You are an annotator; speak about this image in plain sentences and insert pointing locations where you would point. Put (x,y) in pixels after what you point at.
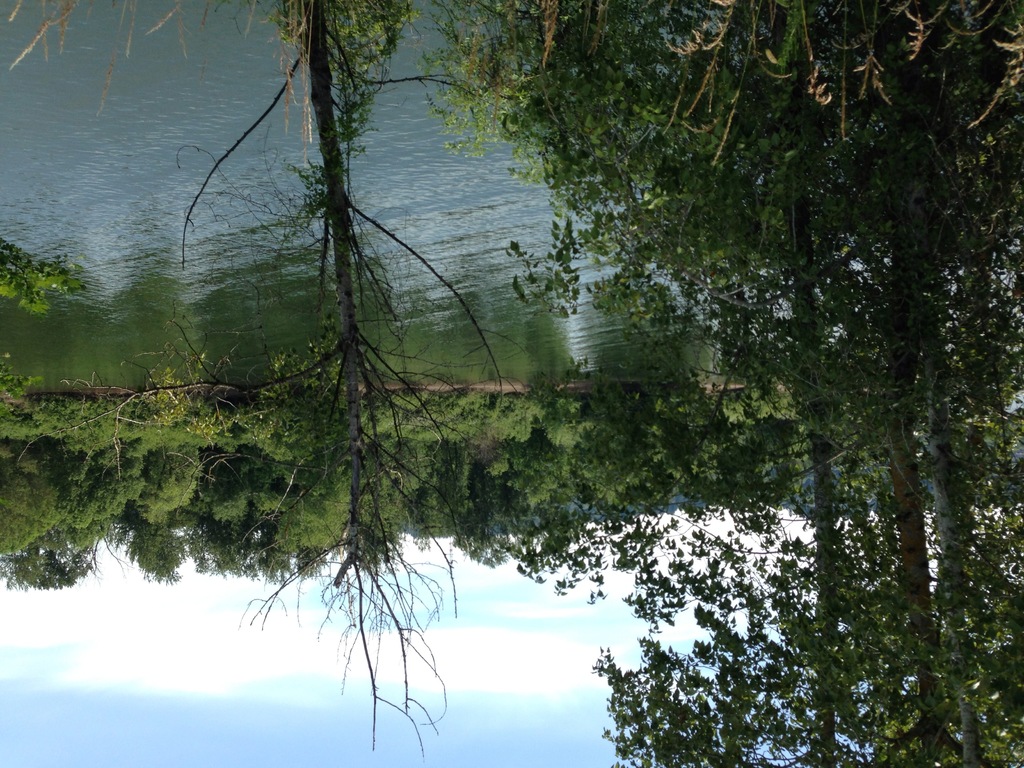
In this picture we can see few trees (413,432), water (256,370) and clouds (289,677).
